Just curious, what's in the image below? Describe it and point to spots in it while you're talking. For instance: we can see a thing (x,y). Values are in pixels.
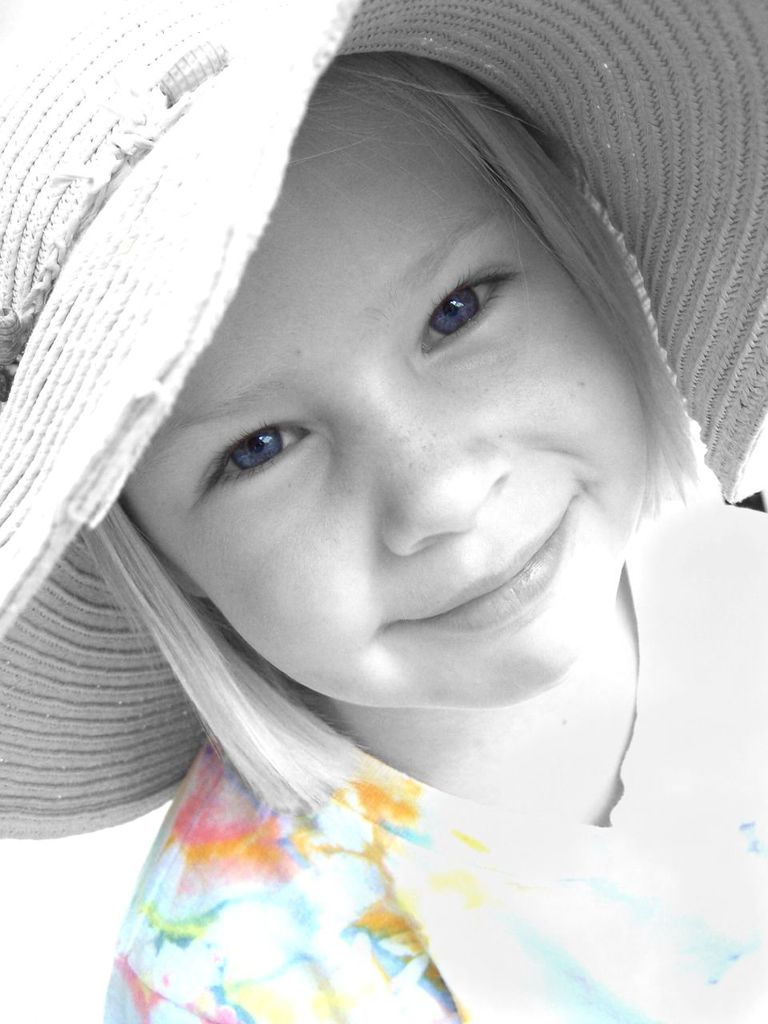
This is an edited image. In this image we can see a girl (423,731) wearing a hat (87,795).
